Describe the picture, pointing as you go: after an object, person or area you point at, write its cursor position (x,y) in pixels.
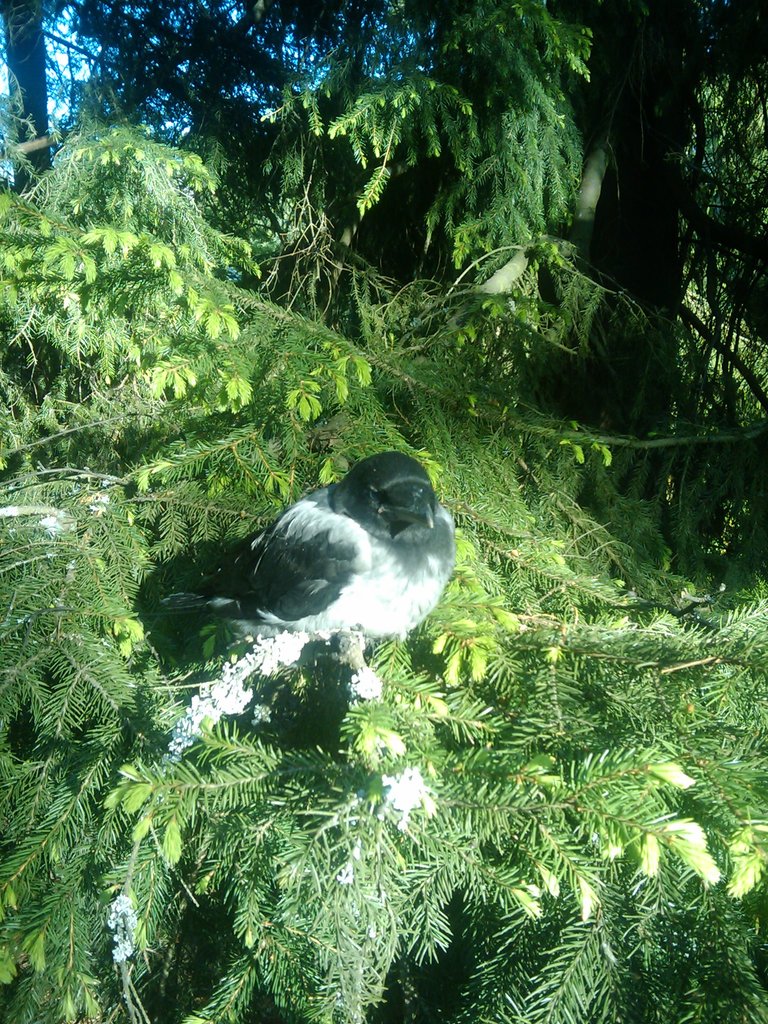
In this image I can see there is a bird (324,566) is sitting on the tree (512,620).
